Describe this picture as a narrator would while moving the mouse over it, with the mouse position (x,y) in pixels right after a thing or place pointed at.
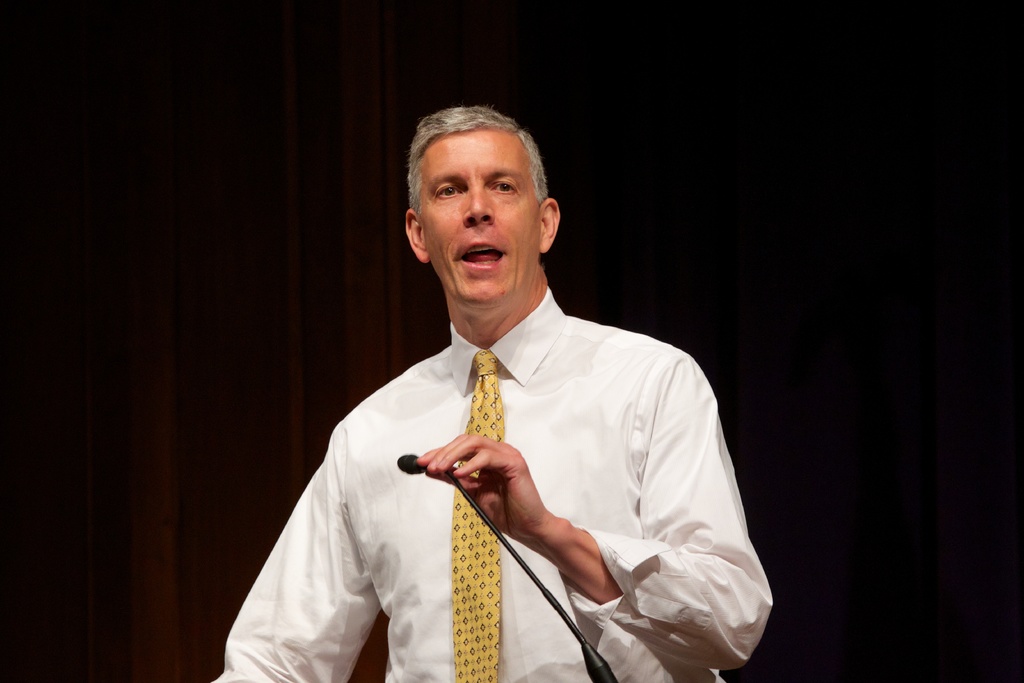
In this picture we can see a man (580,388), he wore a white color shirt (582,411), in front of him we can find a microphone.
